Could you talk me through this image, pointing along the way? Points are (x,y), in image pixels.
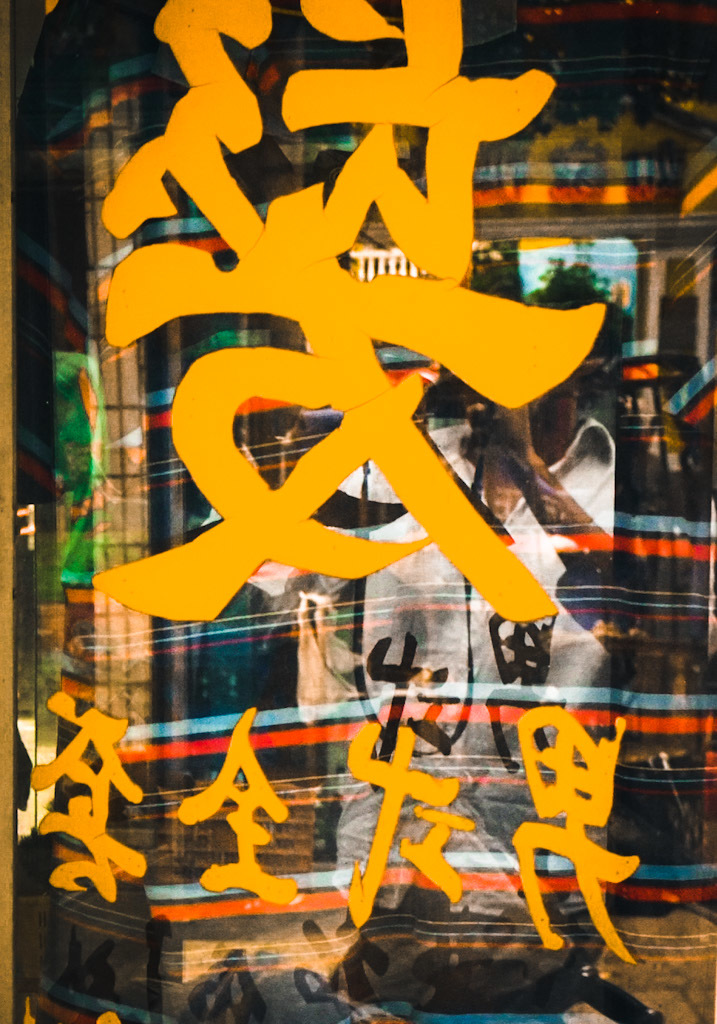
In this image I can see the glass surface (367,707) on which I can see something is written with yellow color. On the glass (425,389) I can see the reflection (447,636) of a person (447,636) wearing white colored dress (458,690).
